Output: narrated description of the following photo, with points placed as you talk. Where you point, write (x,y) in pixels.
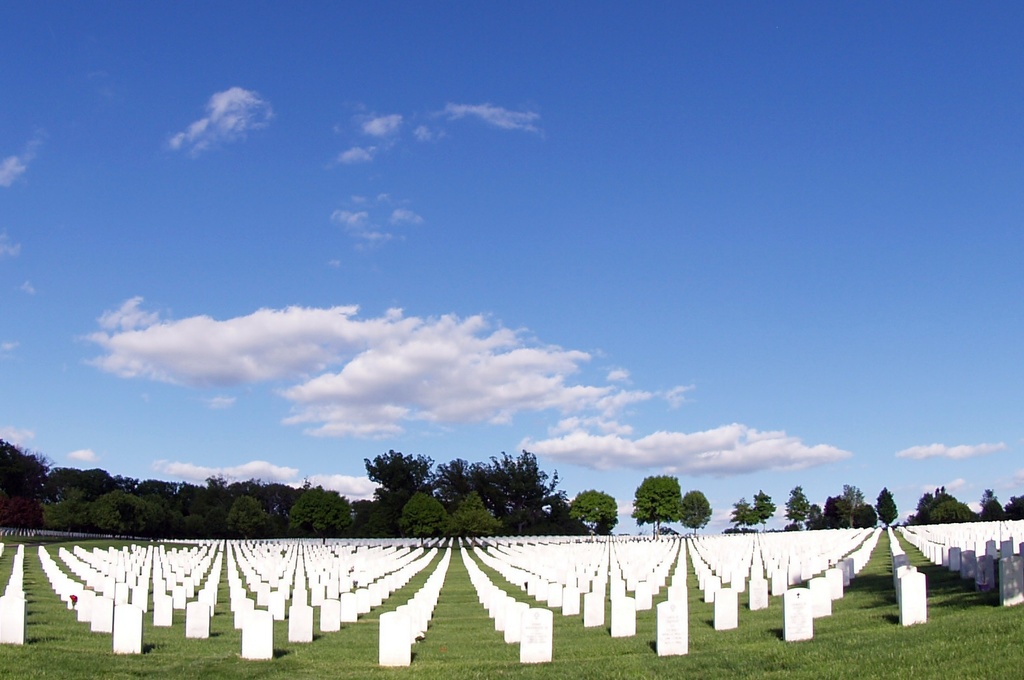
In this image we can see graveyard (613,618). In the background (76,488) we can see trees (501,508), sky (701,292) and clouds (417,365).
